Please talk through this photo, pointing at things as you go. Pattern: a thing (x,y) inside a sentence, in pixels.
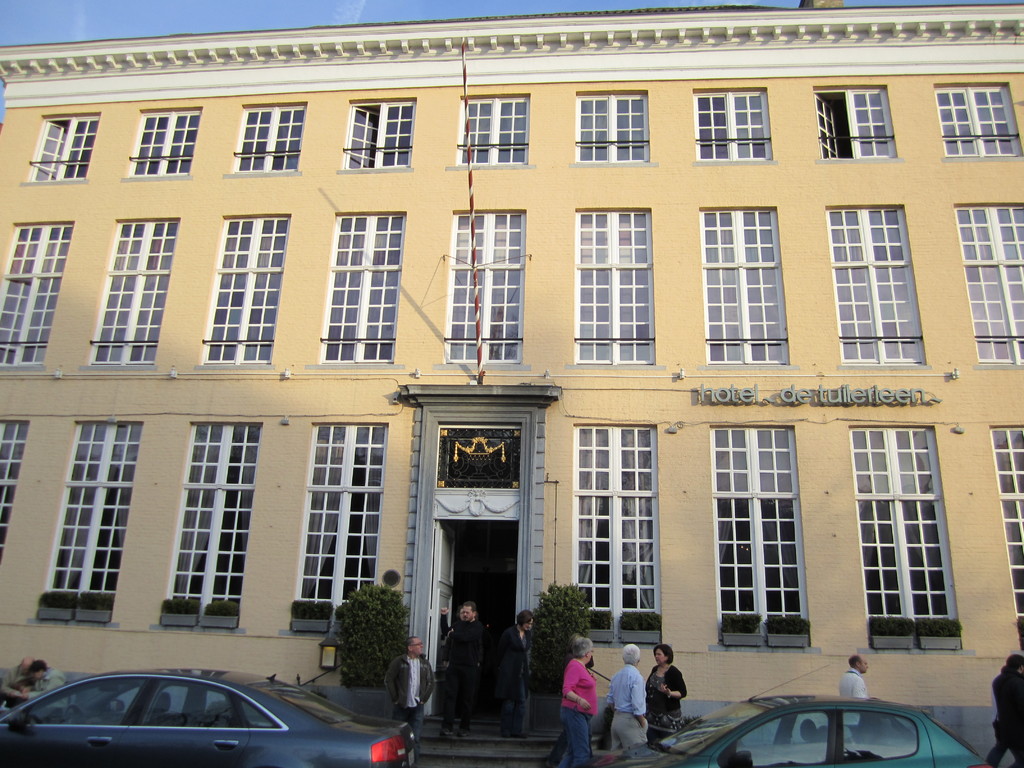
In this picture there are people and we can see cars (840,717), plants (570,608), pole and windows (472,312). We can see text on the wall (674,384). In the background of the image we can see the sky (366,6).
